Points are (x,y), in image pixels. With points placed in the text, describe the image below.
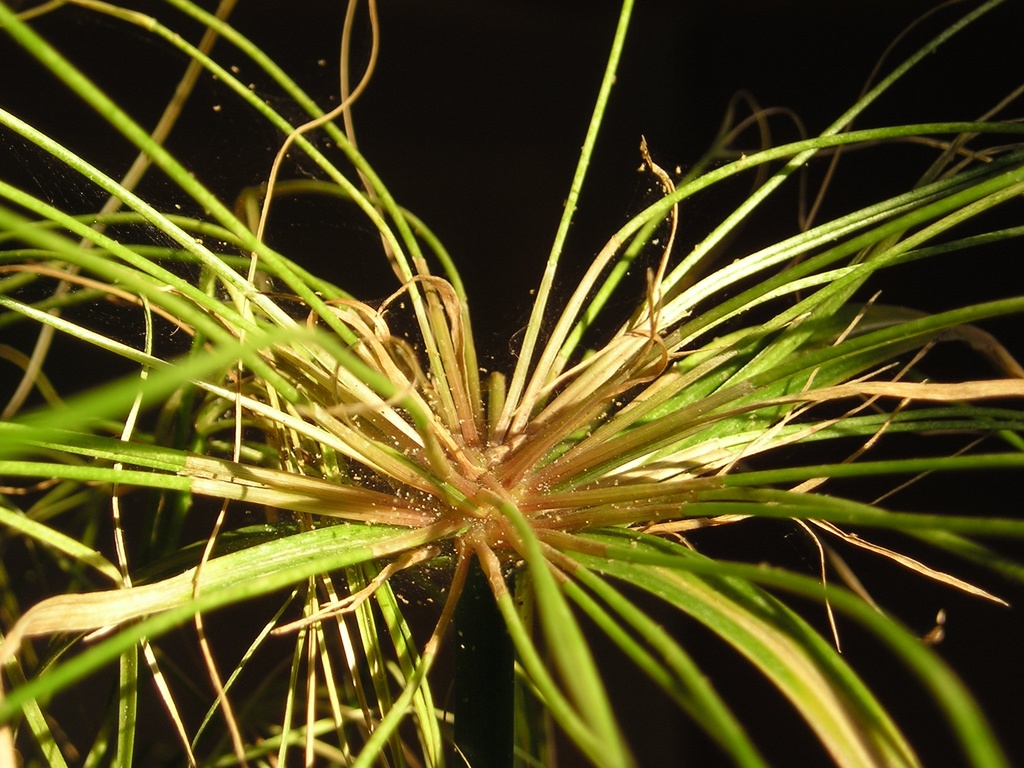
In this image we can see a plant (526,507) and the background (171,501) is dark.
